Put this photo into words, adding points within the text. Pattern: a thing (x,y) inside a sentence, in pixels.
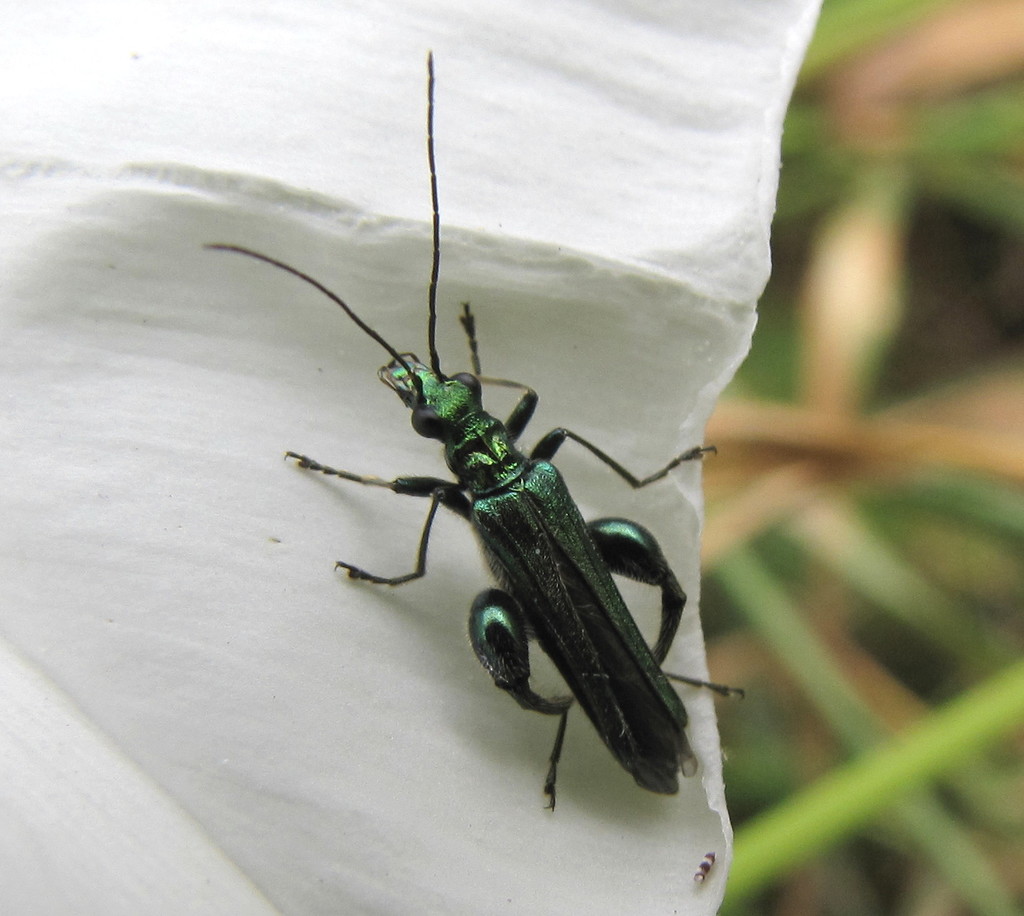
In this image we can see an insect (399,373).
